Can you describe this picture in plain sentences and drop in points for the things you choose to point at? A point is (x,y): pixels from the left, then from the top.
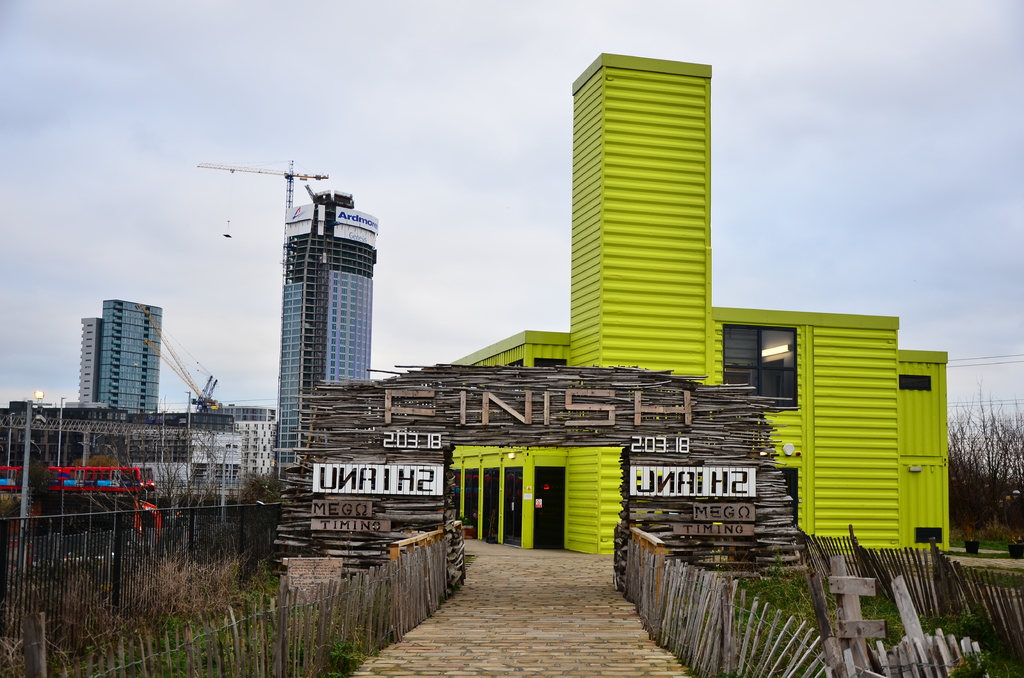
In the picture we can see the entrance (330,533) with wooden poles (318,536) and behind it, we can see the building (874,347) with glass window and beside it, we can see the tower building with many floors (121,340) and in the background (11,297) we can see the sky (824,7).
